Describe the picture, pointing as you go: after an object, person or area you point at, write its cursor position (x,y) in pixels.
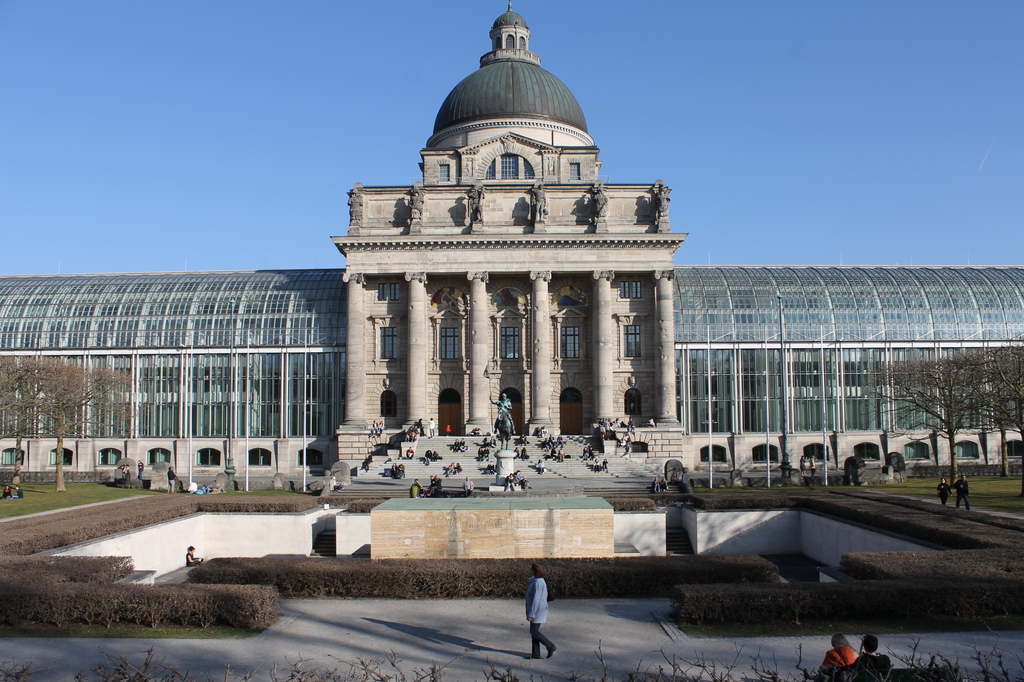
In this picture there is a building (275,381) and there is a statue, few persons (587,450) and a memorial (520,534) in front of it and there are trees (966,407) on either sides of it.
